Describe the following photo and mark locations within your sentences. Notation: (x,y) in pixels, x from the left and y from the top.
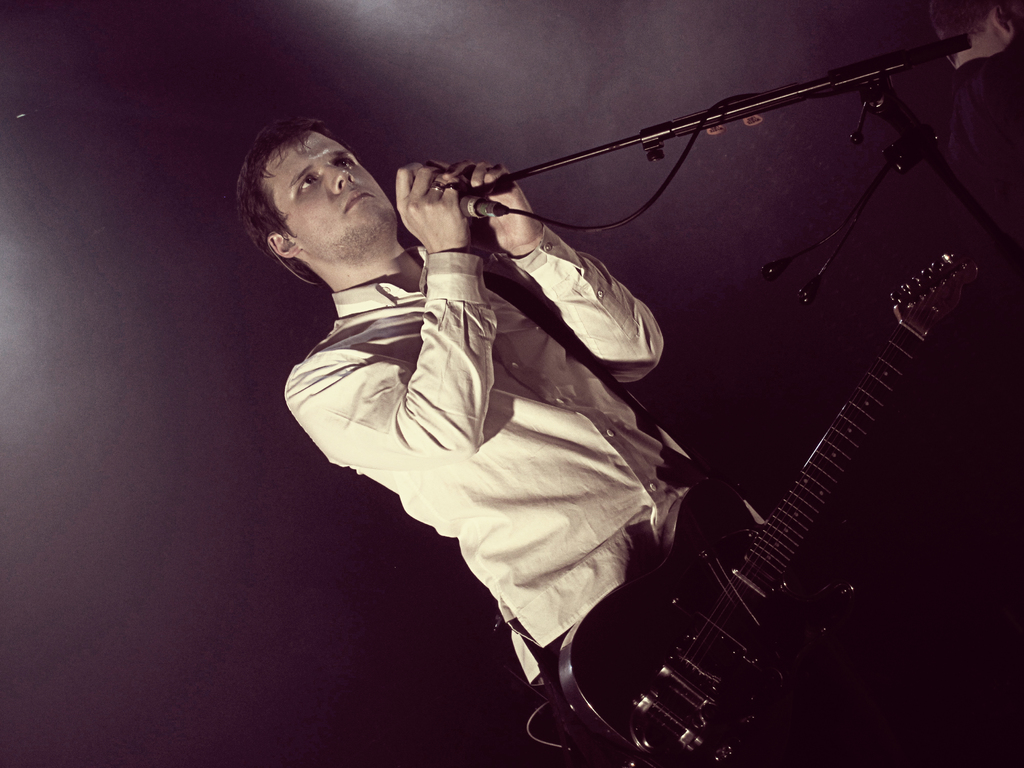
This picture seems to be of inside. In the center (579,454) we can see a man (443,331) wearing white color shirt (505,412), a guitar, holding a microphone (473,208) and standing and a microphone (475,202) is attached to the stand (813,82). On the top right corner (992,34) we can see another person (999,140). The background (466,36) is dark which seems to be a wall (496,57).
